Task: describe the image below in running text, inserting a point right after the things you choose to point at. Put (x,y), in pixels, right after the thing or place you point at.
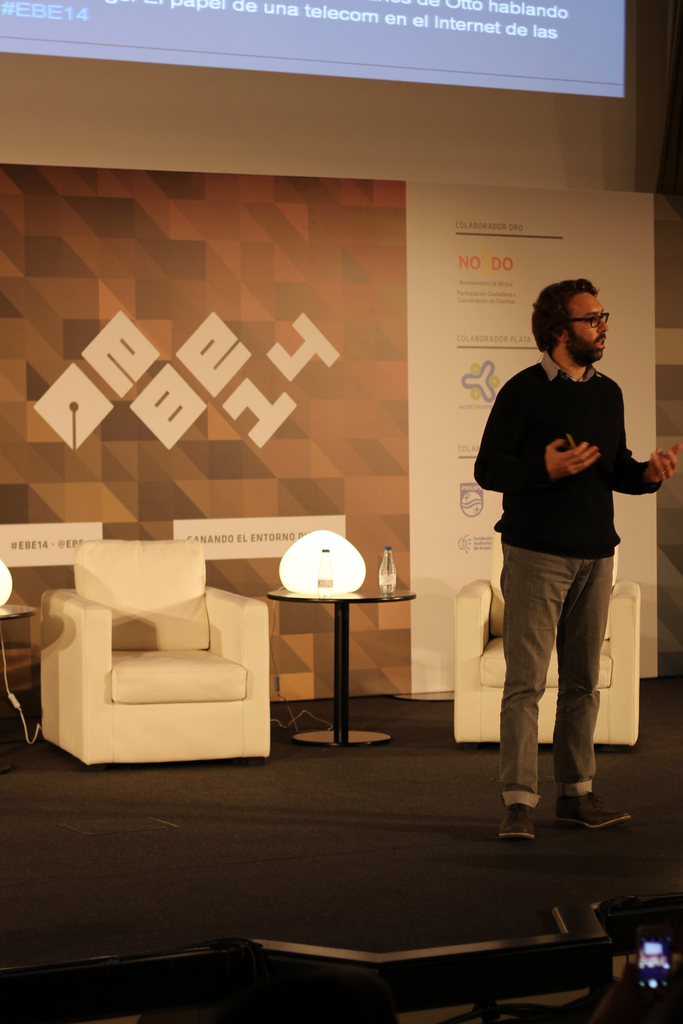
In this image I see a man (559,359) who is standing and in the background (465,680) I see a table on which there is a bottle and a chair (465,593) over here.
